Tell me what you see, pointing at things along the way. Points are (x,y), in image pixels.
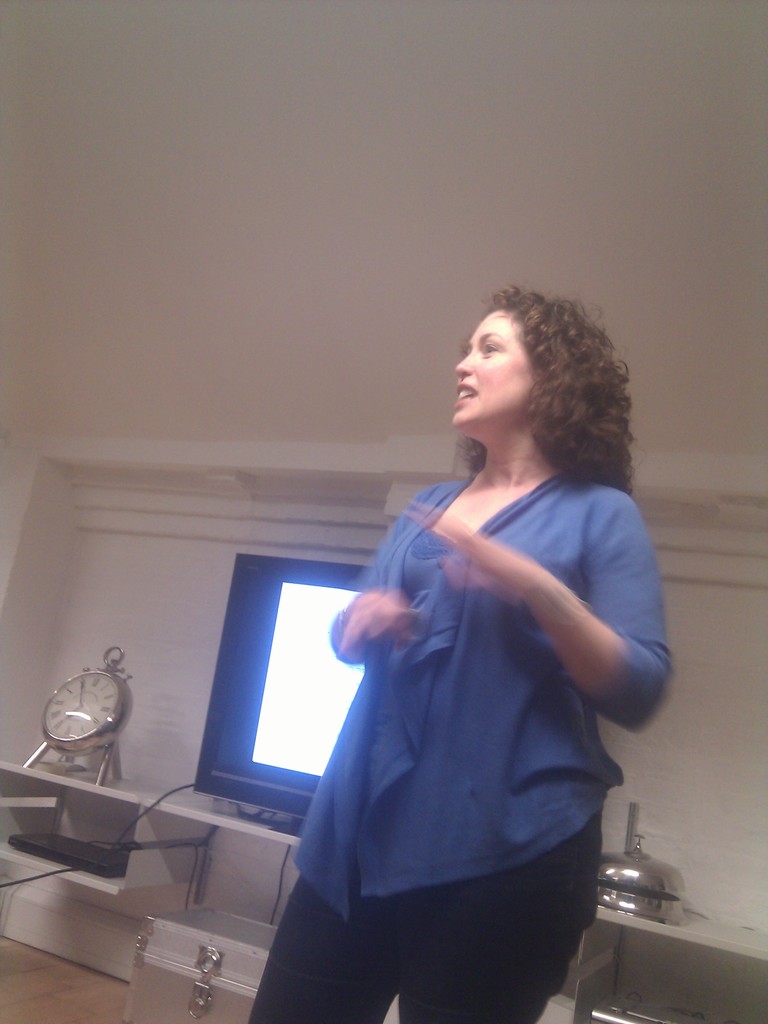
In this image in the middle (469,501), we can see a woman (576,633) standing. In the background (73,860), we can see a table (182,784), on the table (44,777), we can see a clock (127,690), television (281,816) and a bell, under the table (133,869), we can also see a box (232,954), device (120,861) and some electronic wires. In the background (363,313), we can see a wall (141,680).
